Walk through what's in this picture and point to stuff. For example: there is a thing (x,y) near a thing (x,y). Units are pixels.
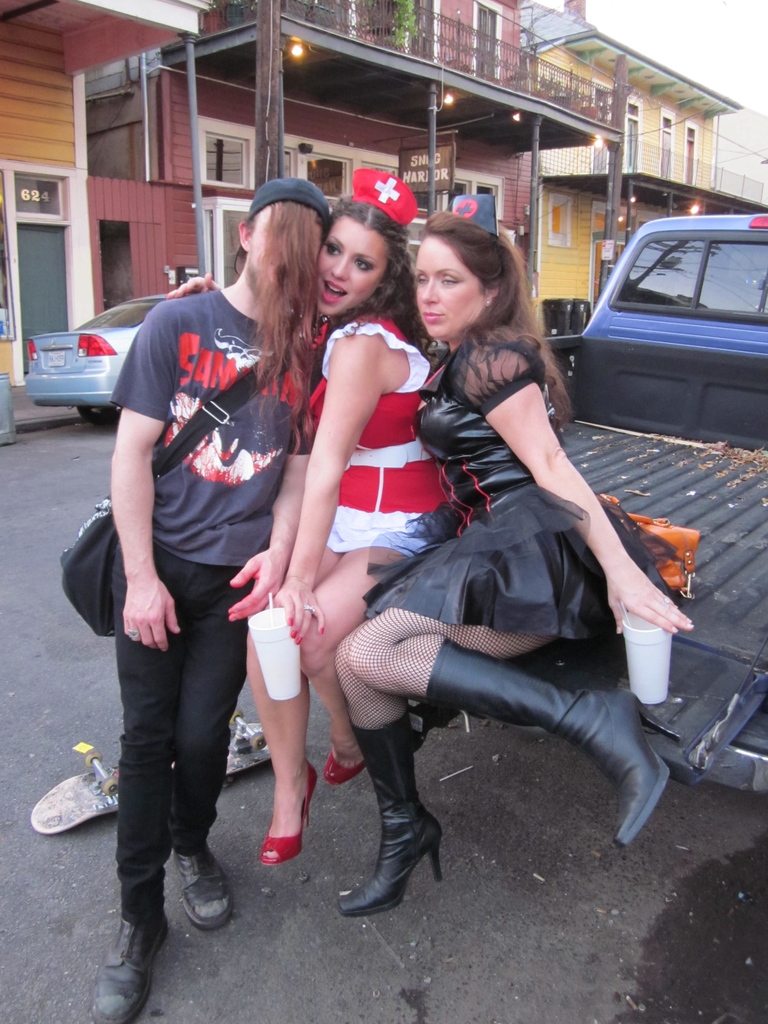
In this image, in the middle (337,417), we can see three people (208,385). In the background (88,307), we can see few vehicles (727,302), building (697,116), pillars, lights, door (663,168), balcony (493,103). At the top (696,80), we can see a sky (675,59), at the bottom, we can see a skateboard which is on the road (242,889).
